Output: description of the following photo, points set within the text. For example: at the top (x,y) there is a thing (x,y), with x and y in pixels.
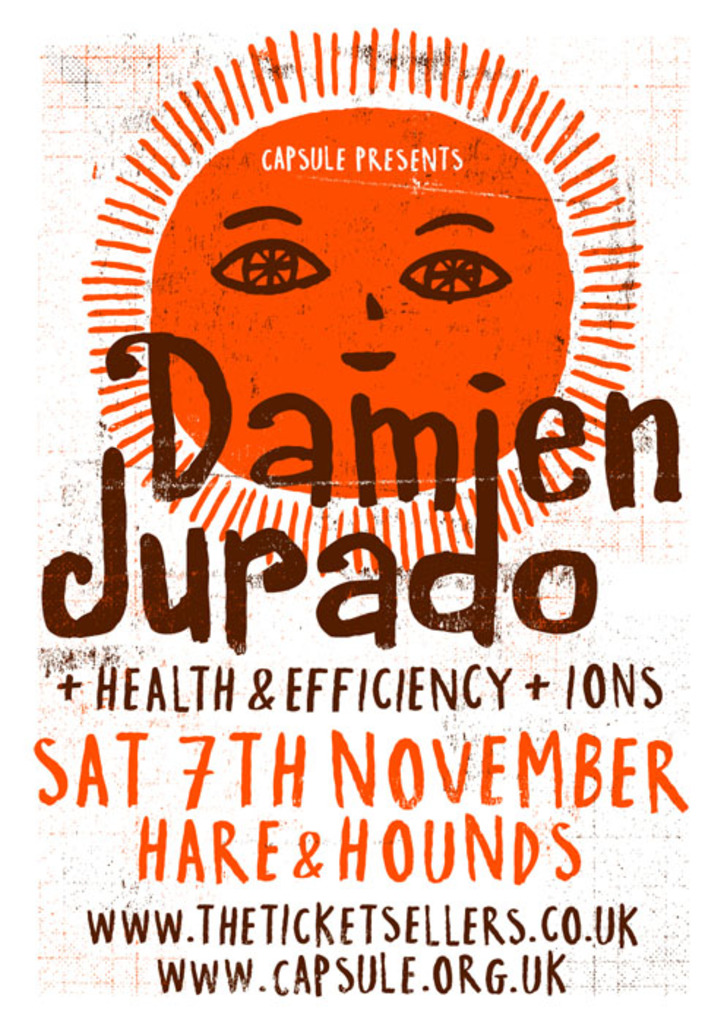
In this picture we can see some text (321,402).
